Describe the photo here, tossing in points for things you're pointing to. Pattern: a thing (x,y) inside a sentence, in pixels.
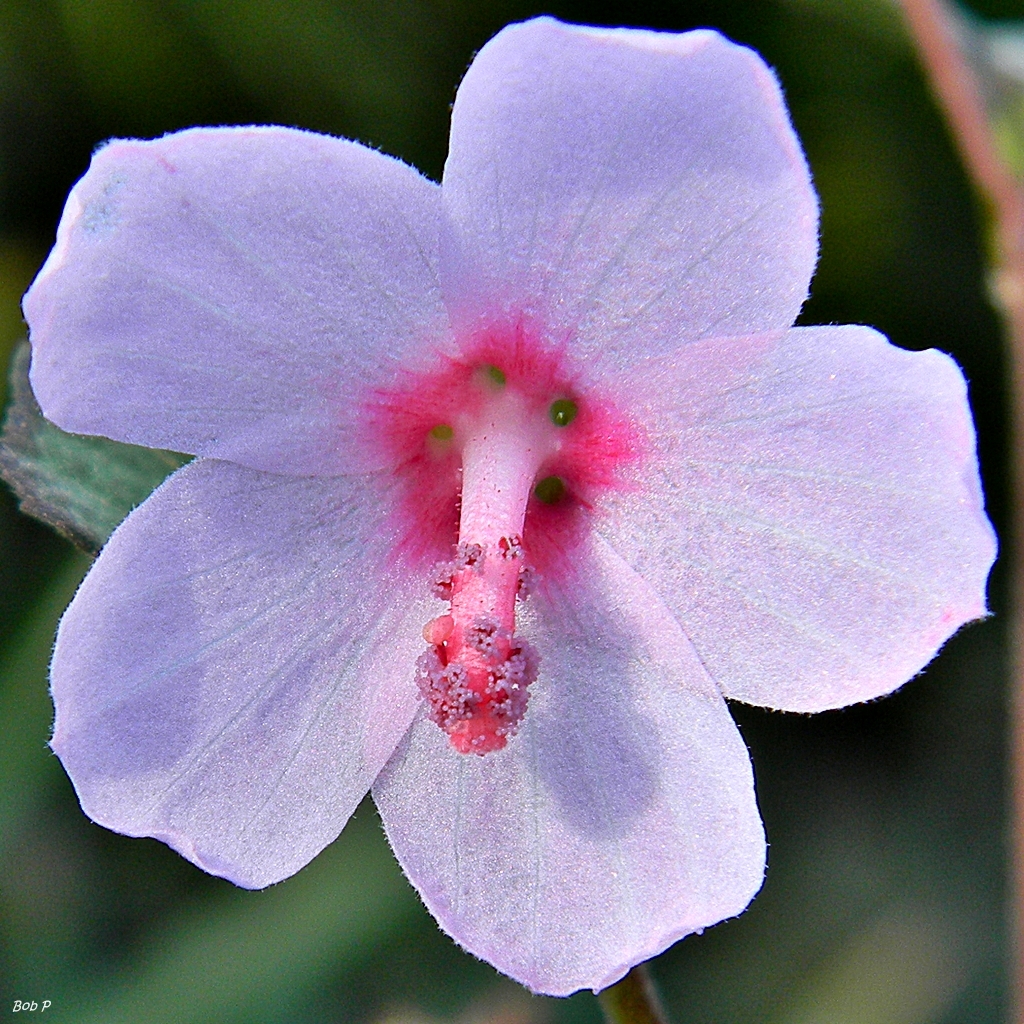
In this image I can see a flower (526,398) which is pink and white in color to a plant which is green in color. In the background (265,25) I can see the green colored plant (360,97).
